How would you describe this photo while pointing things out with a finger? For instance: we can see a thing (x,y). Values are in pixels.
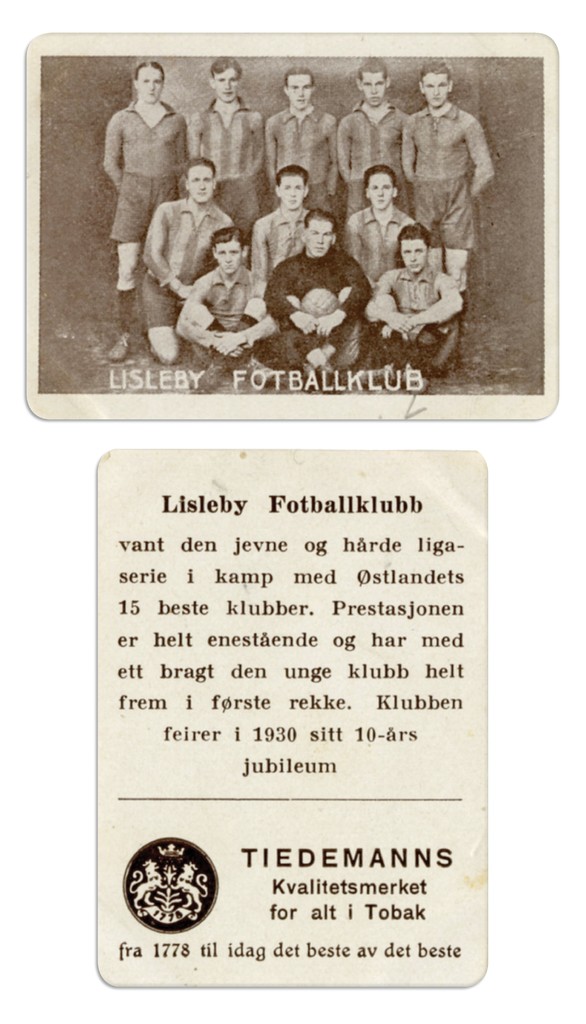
In this image we can see a black and white picture of two images. In one picture we can see a group of people (301,146) standing. One person (359,301) is holding a ball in his hand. In another picture we can see some text (283,733) on it.
